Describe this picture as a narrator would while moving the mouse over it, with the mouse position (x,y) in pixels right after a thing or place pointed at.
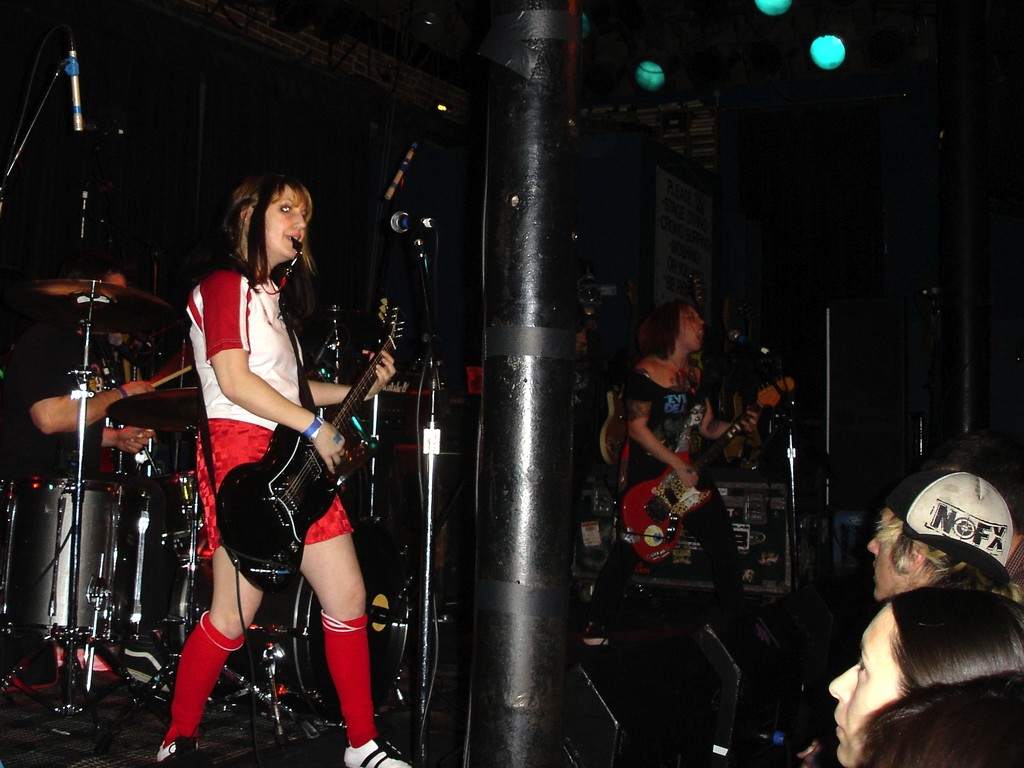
Woman (250,395) playing guitar (288,504), here there are musical instruments (300,507), here there is crowd (870,628) and in the center (539,390) pole (545,412) is there.
